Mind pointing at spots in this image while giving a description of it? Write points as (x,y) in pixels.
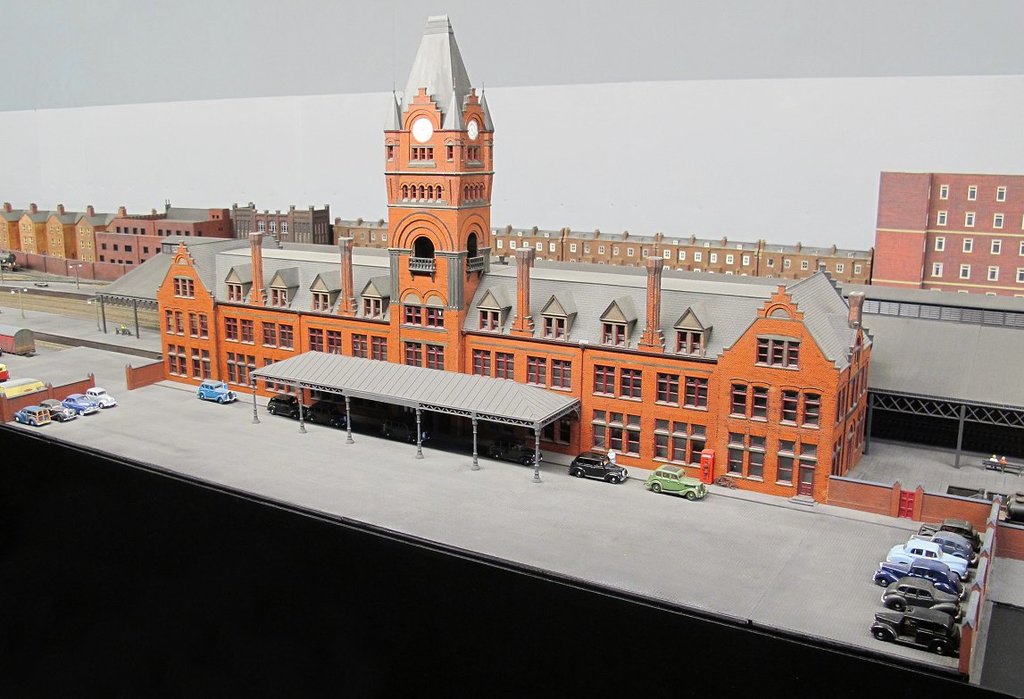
This image is taken indoors. At the bottom of the image (836,576) there is a road (159,442) and a sidewalk (332,505). In the middle of the image (681,408) there is a building (343,305) and there are many buildings (256,226). On the left (82,408) and right sides of the image cars (93,393) are parked on the floor (208,455). There is a clock (428,119) on the tower (447,153). There are a few poles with street lights (20,310).
